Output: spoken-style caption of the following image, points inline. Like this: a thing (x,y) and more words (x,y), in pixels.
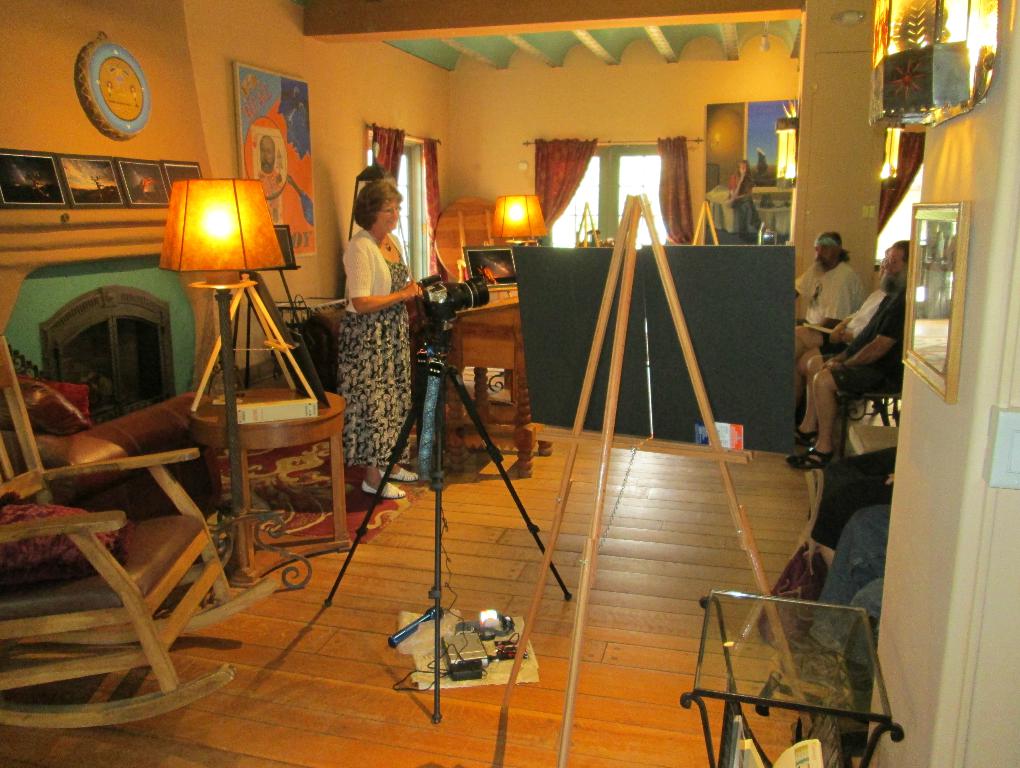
In the image we can see there is a person (376,427) who is standing and in front of her there is a camera (448,304) with a stand (439,394) and on the other side there are people (885,339) who are sitting and on the wall (189,95) there is a poster (309,205).
